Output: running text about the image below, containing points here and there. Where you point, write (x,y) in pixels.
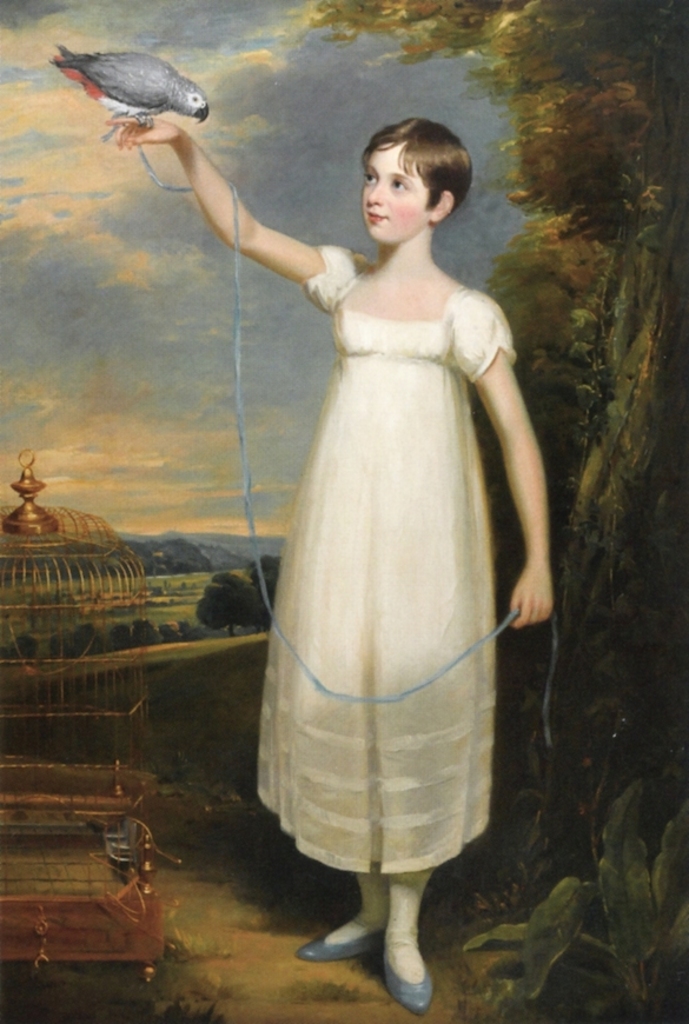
This is a painting. In which, we can see there is a girl (415,262) in a white color dress (385,333), having a gray colored bird (158,88) on her finger (134,125) and standing on the ground (374,976). On the left side (113,832), there is a cage (64,908) arranged on the ground (111,1023). On the right side (679,965), there are plants (604,868) and trees (575,435). In the background (238,587), there are mountains (214,553), trees (214,608) and plants (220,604) on the ground (207,570) and there are clouds (121,292) in the sky (282,151).
